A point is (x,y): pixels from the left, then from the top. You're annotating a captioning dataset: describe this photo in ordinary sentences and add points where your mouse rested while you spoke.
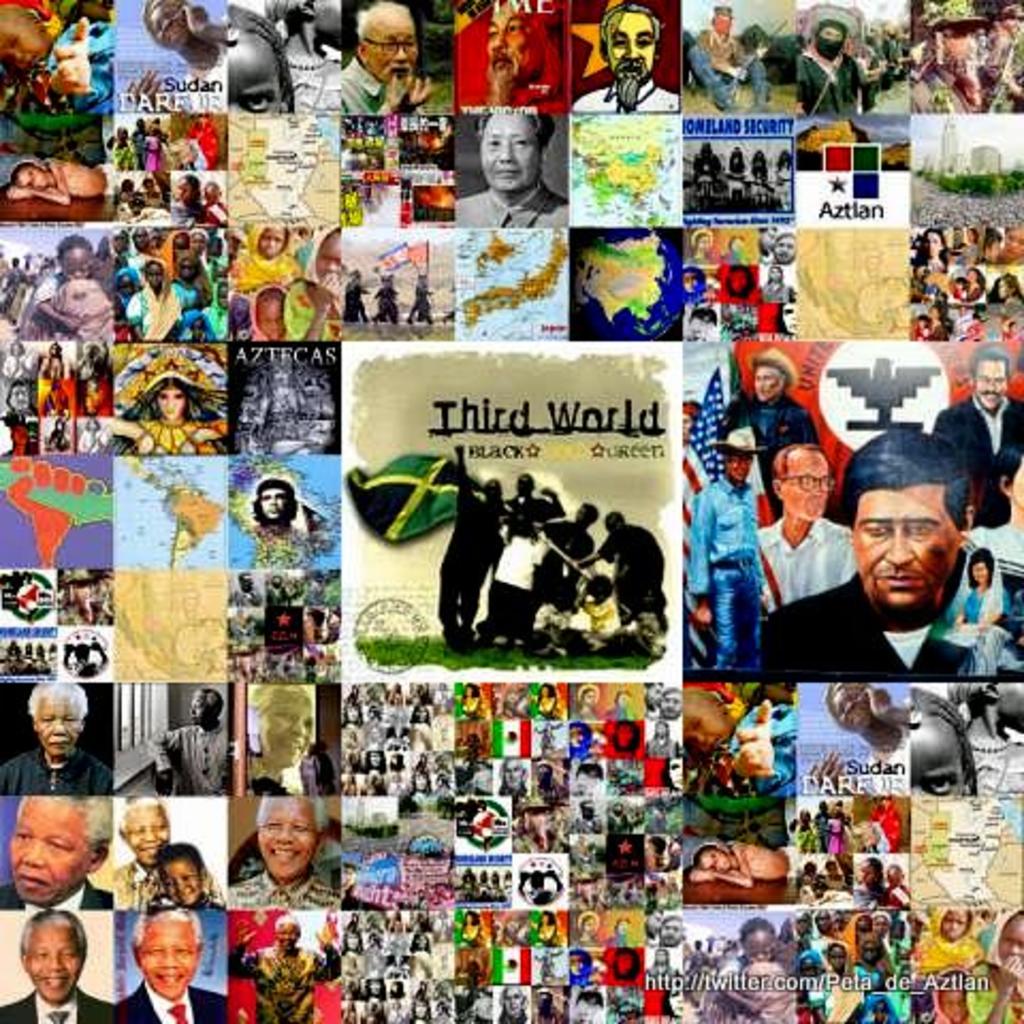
It is a collage picture. In this image, we can see people (512,705), flags (817,424), maps (152,611) and some text (511,406). Right side (828,983) bottom corner, there is a watermark (811,989) in the image.
